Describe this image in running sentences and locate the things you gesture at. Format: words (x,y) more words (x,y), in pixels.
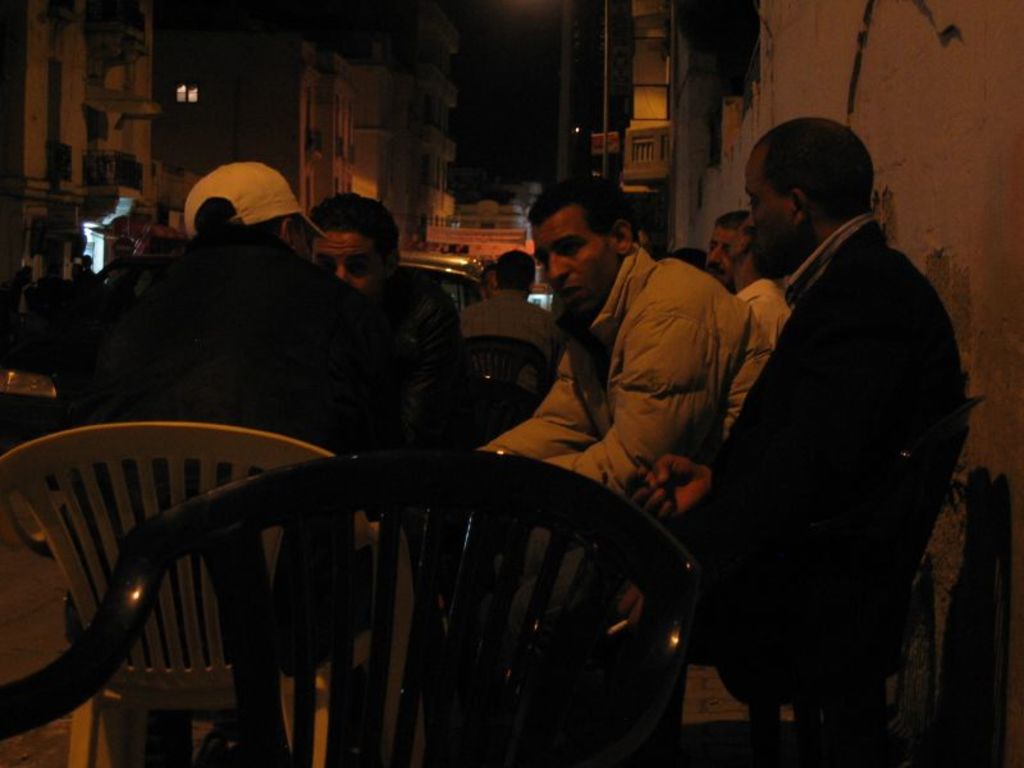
In this picture there are four people (339,321) sitting in a table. The picture is clicked on a road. There are vehicles (454,268) in the background (424,257) and buildings (366,135).
